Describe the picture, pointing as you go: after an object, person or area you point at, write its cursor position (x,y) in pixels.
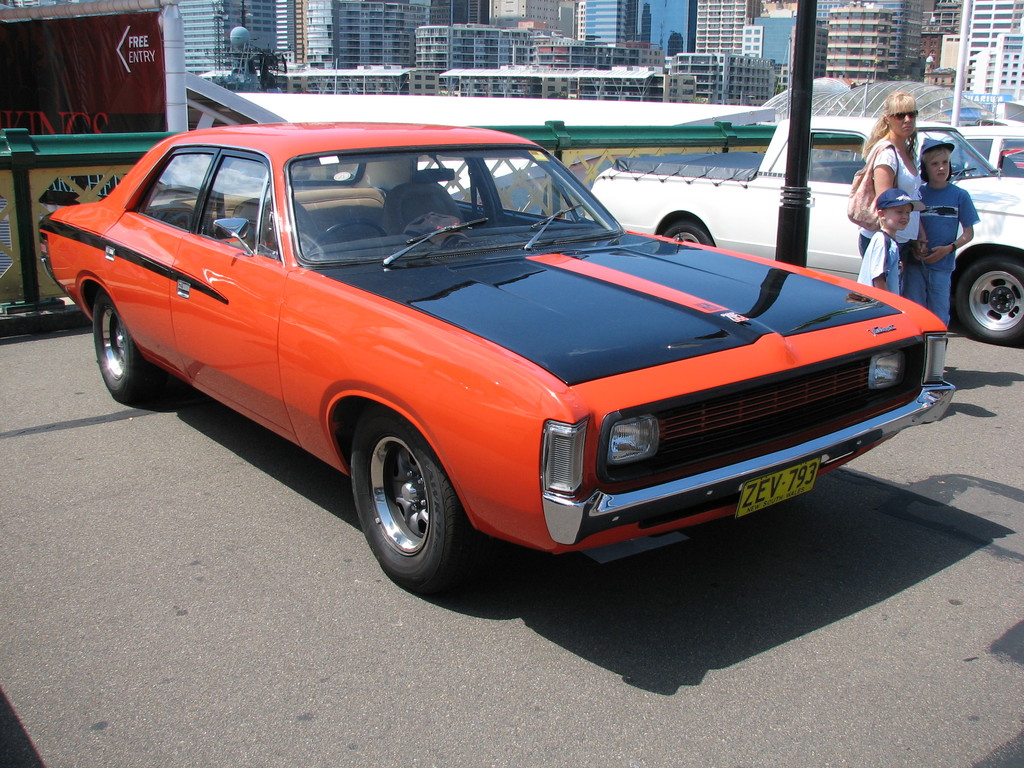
In this image I can see few vehicles (791,367). In front (300,416) the vehicle (307,311) is in orange and black color, I can also see three persons (921,217) standing, the person (917,186) in the middle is wearing white shirt (897,186), blue pant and cream color bag (862,186). Background (753,8) I can see few buildings (734,51) in cream, white and gray color.
